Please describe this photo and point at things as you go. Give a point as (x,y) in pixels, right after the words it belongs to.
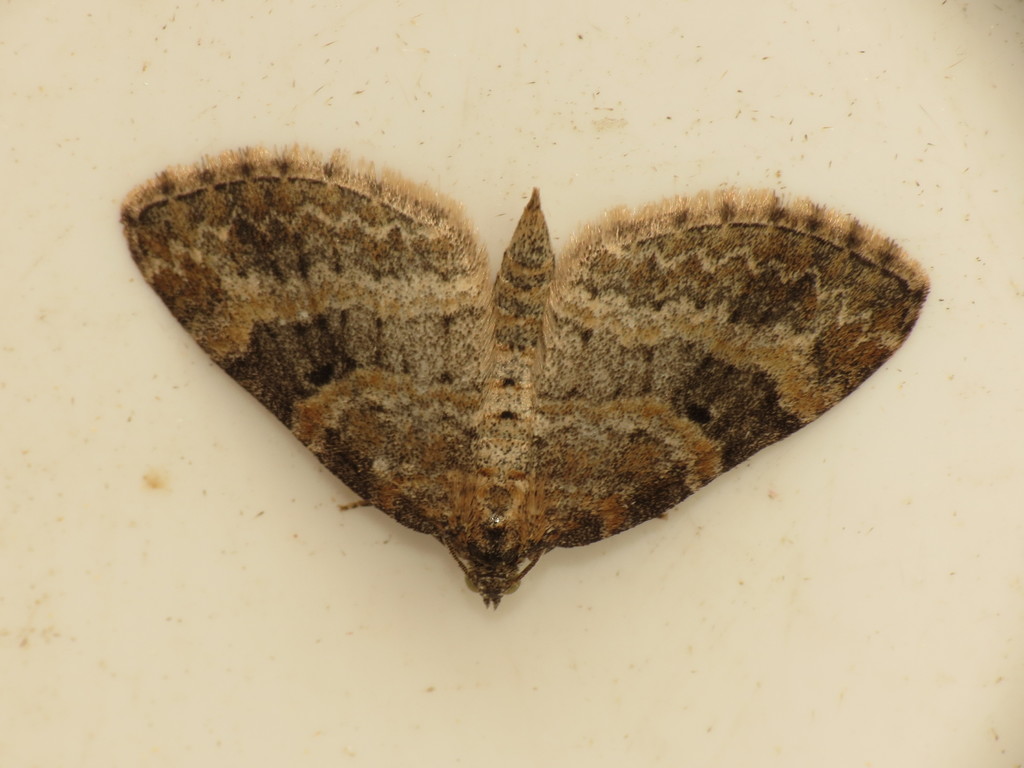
In this picture we can see a moth (446,216) on a surface (710,151).
